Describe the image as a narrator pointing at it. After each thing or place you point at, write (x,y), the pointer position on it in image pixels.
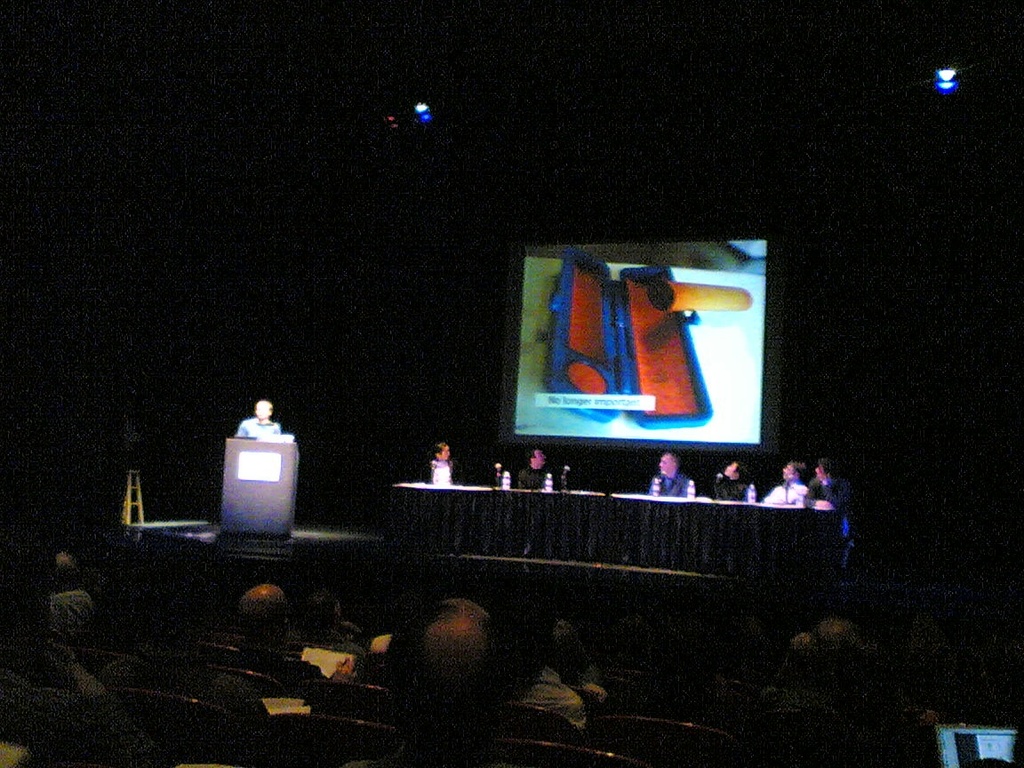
In this picture there is a group of audience (477,680) sitting in the front (335,653) bottom side. Behind there is a table (430,506) on the stage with group of people (437,472) sitting and listening to the speech. In the front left side (274,432) there is a man (265,419) giving a speech. In the background (539,412) there is a projector screen (596,416).
